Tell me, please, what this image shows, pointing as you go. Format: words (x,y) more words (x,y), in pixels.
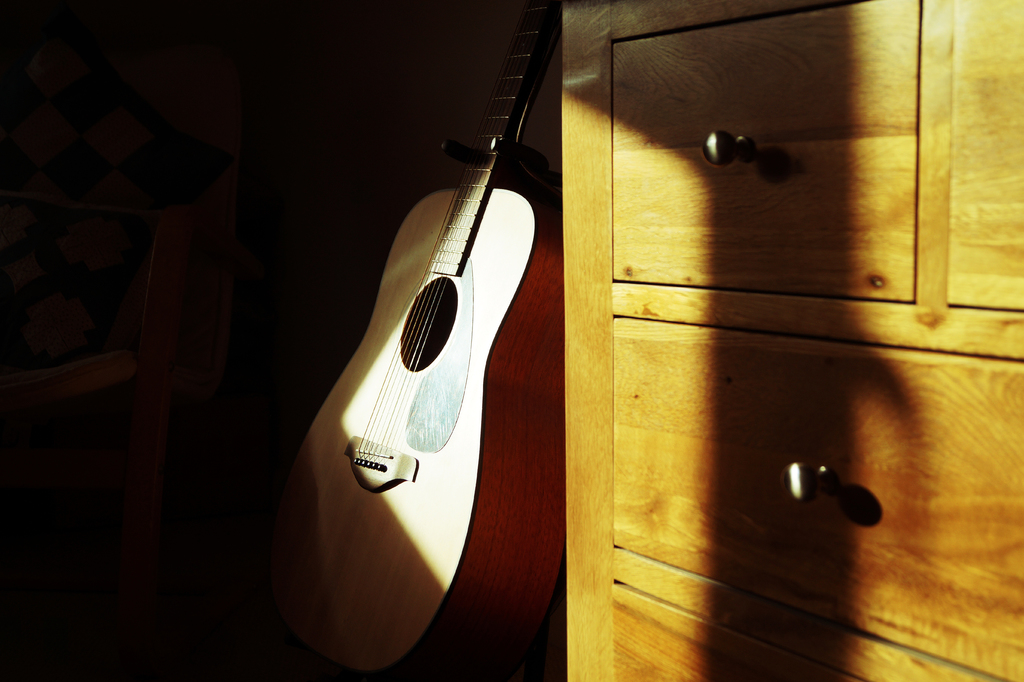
In the middle of the image (423,373) there is a guitar (539,226). Right side of the image (831,20) there is a cupboard (693,337). Left side of the image (206,340) there is chair (234,309).
